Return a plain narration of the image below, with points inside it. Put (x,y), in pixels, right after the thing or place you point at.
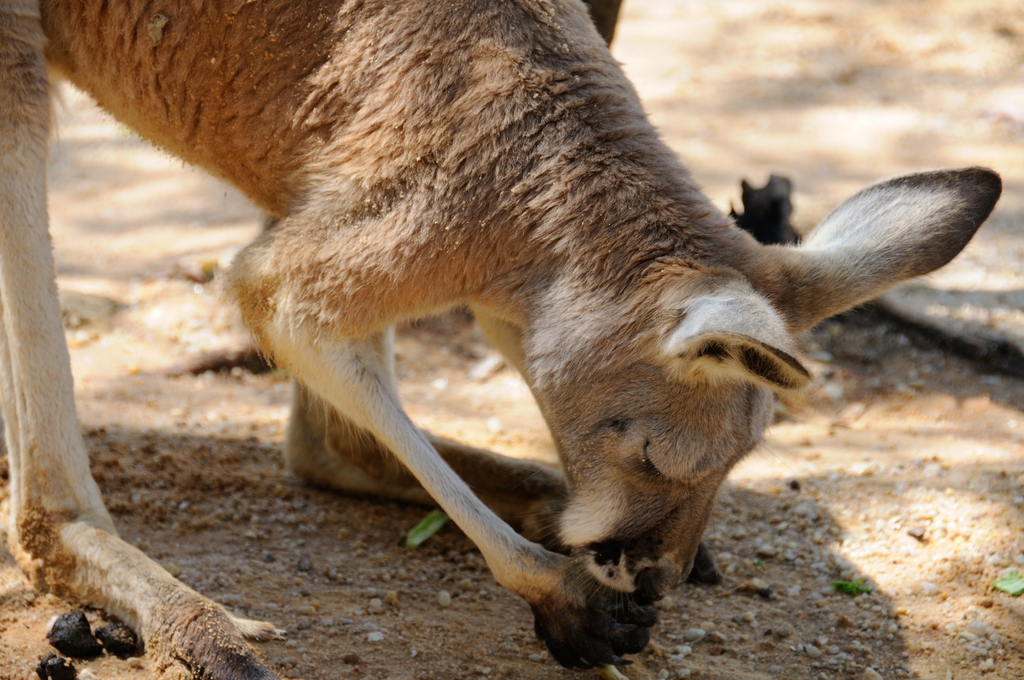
In the foreground of this image (498,199), there is a kangaroo (222,634) standing and eating something. In the background (871,108), there is the land (834,105).
